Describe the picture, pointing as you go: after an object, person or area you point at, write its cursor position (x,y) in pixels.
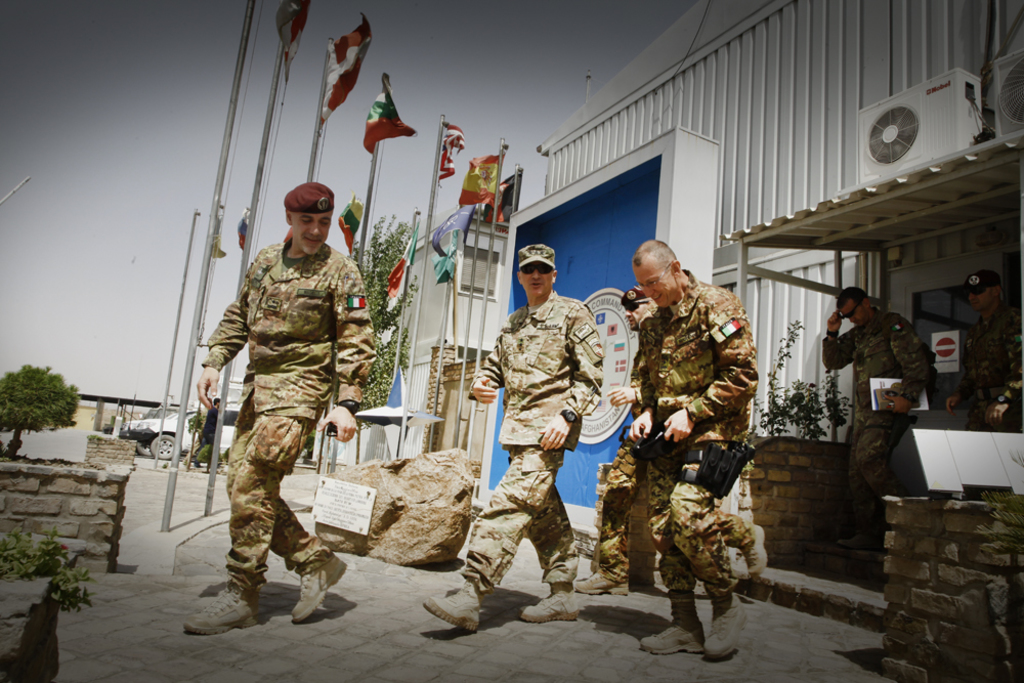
There are people (566,425) walking as we can see at the bottom of this image (242,483). We can see flags (218,255), house (709,248), trees (378,393) and vehicles (224,432) in the background (463,336). We can see a rock (411,545) at the bottom of this image (377,540) and the sky (236,127) is at the top of this image (438,72).
